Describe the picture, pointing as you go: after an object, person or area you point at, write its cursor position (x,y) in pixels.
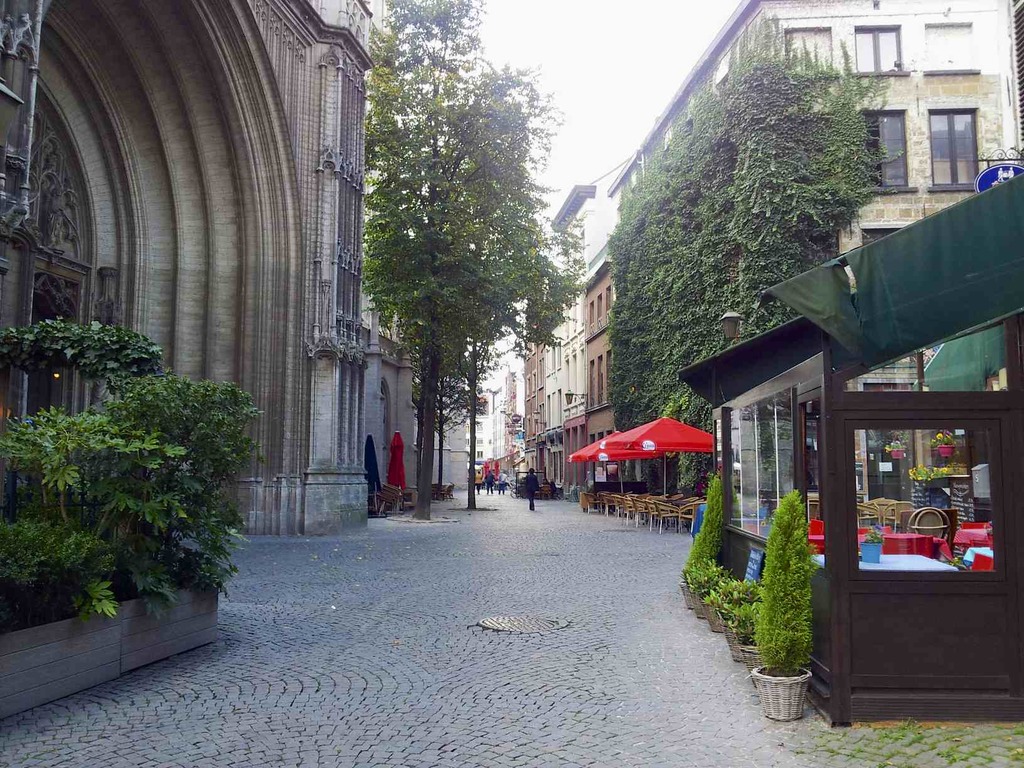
The picture is taken outside a city (487,490), on the street (489,596). In the center of the picture (514,497) it is road (508,671). In the center of the background (534,477) there are people (506,479) walking on the road (497,500). On the left (313,10) there are trees (406,273), umbrellas (368,445) and buildings (353,368). On the right (695,74) there are buildings (602,382), chairs (638,505), tents (638,441), plants (743,611), tables (885,552), windows (896,146).
